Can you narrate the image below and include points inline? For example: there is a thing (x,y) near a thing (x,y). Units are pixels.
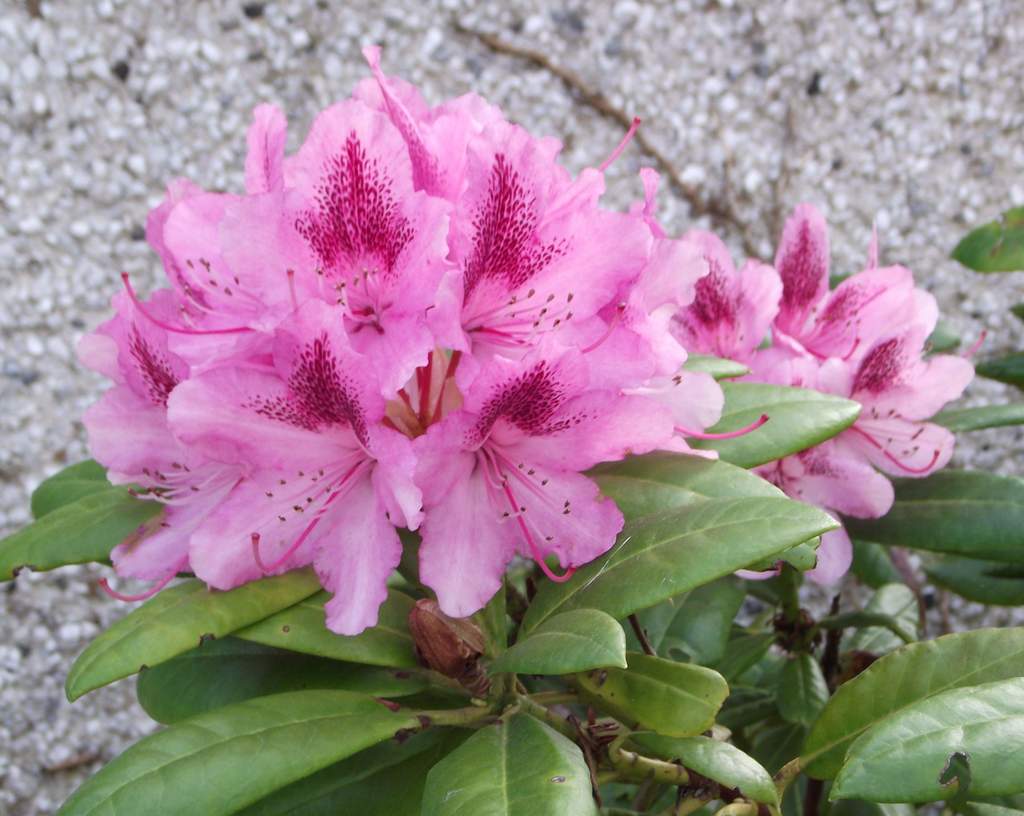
In this image there are flowers (642,352), plants (712,496) and few small stones (147,210).
